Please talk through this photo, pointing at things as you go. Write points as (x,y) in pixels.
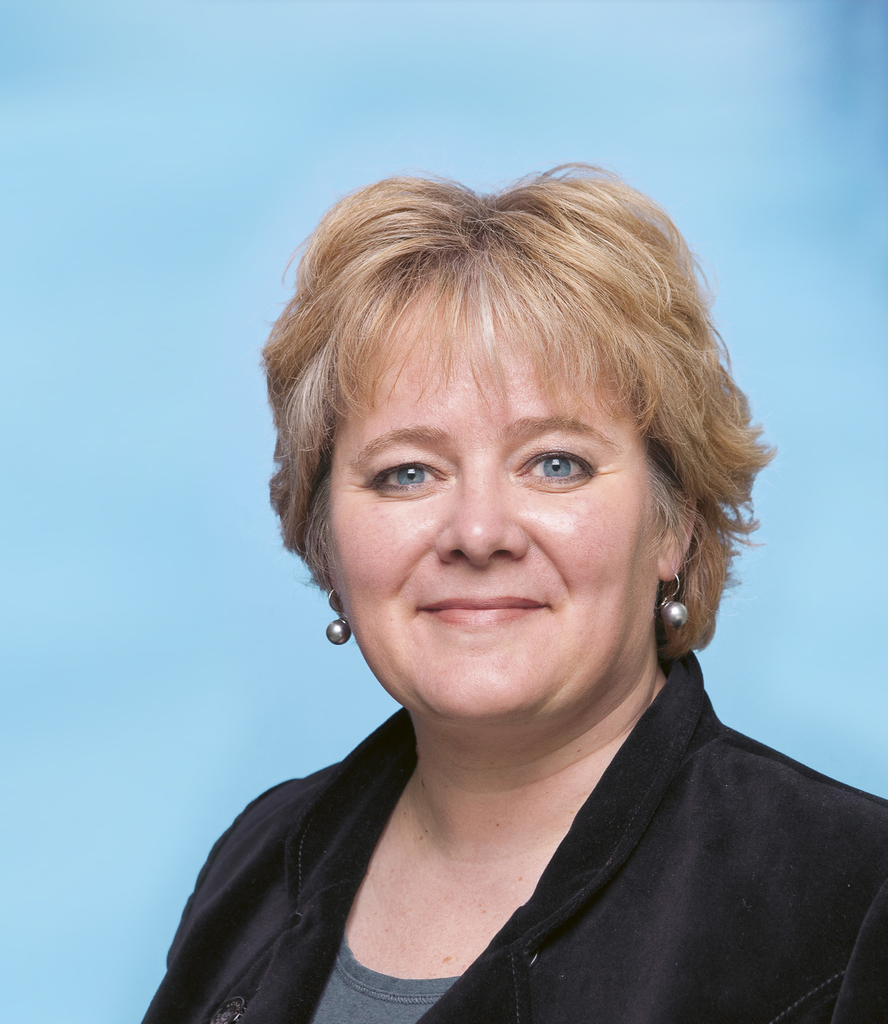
In this picture, we see a woman (545,851) in black jacket (330,768) is smiling. She might be posing for the photo. She has the blue color eyes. In the background (76,452), it is blue in color.
